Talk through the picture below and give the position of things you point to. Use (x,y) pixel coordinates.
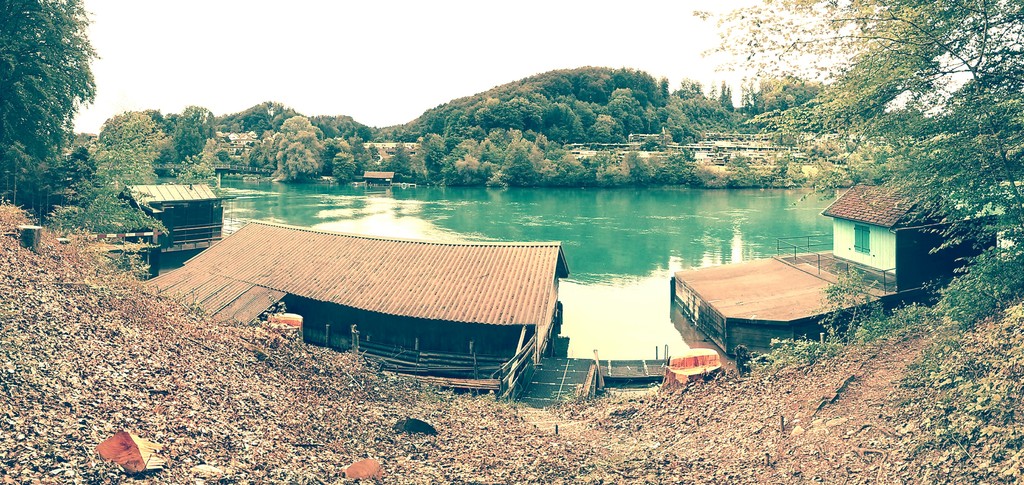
In this picture I can see there are iron houses (479,325) and sheds (502,325). In the middle (601,212) it looks like a pond (566,221) and there are trees (527,136) at the back side of an image (510,128). At the top (354,31) it is the sky (300,37).
